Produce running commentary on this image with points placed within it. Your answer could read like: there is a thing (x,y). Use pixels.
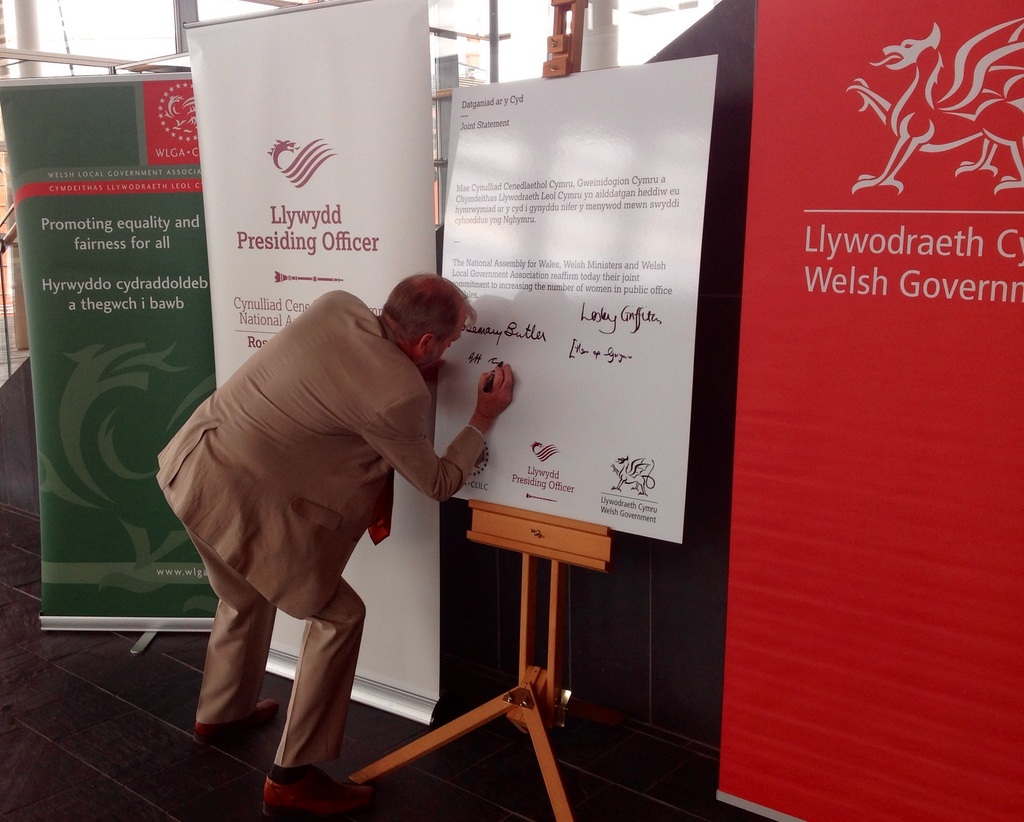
In this image, we can see a person (403,348) writing on the board (578,401) with a marker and in the background (833,223), there are some other boards (816,208) and stands (554,43) and at the bottom (124,753), there is floor (157,763).
